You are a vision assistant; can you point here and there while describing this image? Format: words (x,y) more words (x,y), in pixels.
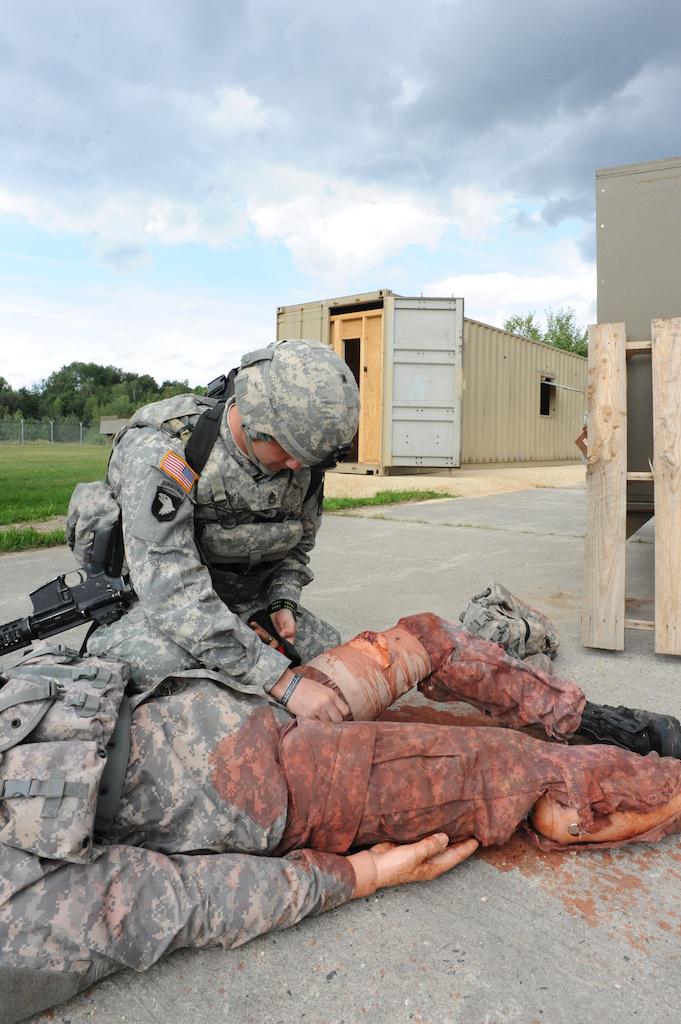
In the foreground of the image (285,754) there are two people (249,607) wearing military uniform (231,553). In the background of the image (204,370) there are trees (86,399), sky (132,319), fencing (78,435), grass (47,463). There is a container (455,363).
